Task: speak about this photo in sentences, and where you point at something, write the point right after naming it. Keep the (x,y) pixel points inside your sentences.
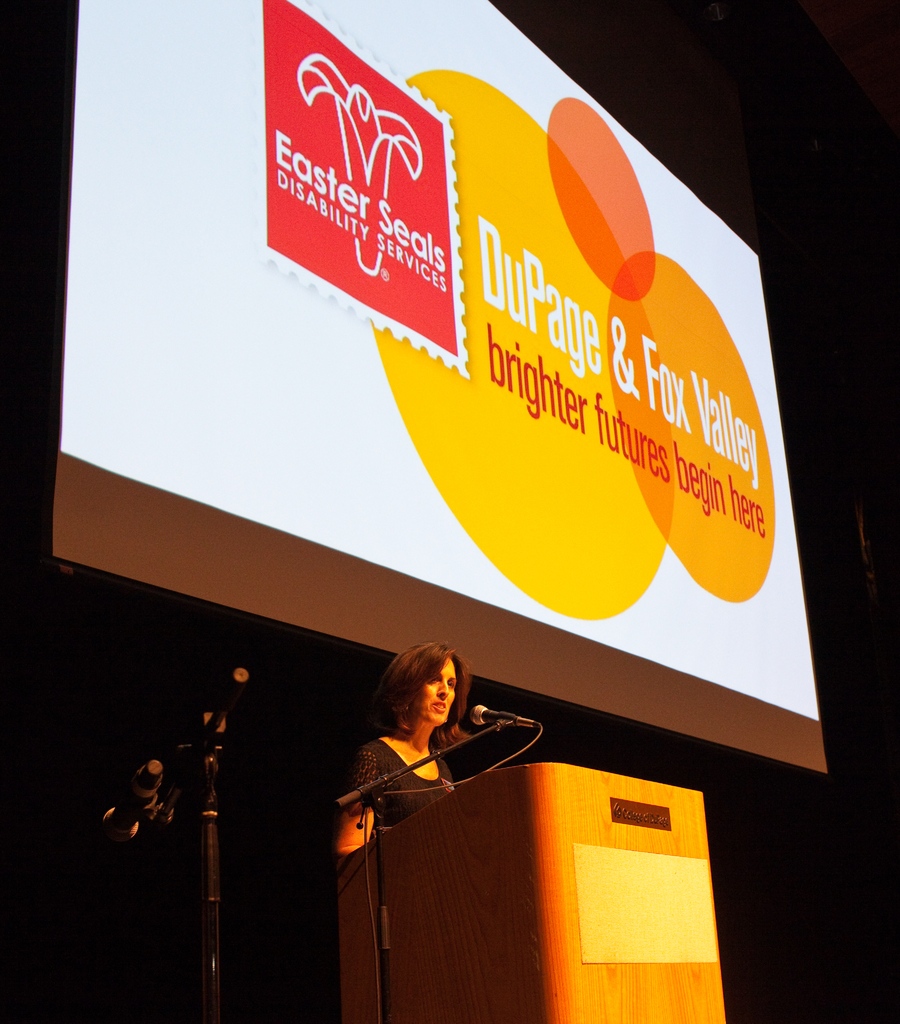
In this image we can see a lady (418,788) standing, before her there is a podium (577,802) and we can see mics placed on the stands (205,723). In the background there is a screen (198,99).
